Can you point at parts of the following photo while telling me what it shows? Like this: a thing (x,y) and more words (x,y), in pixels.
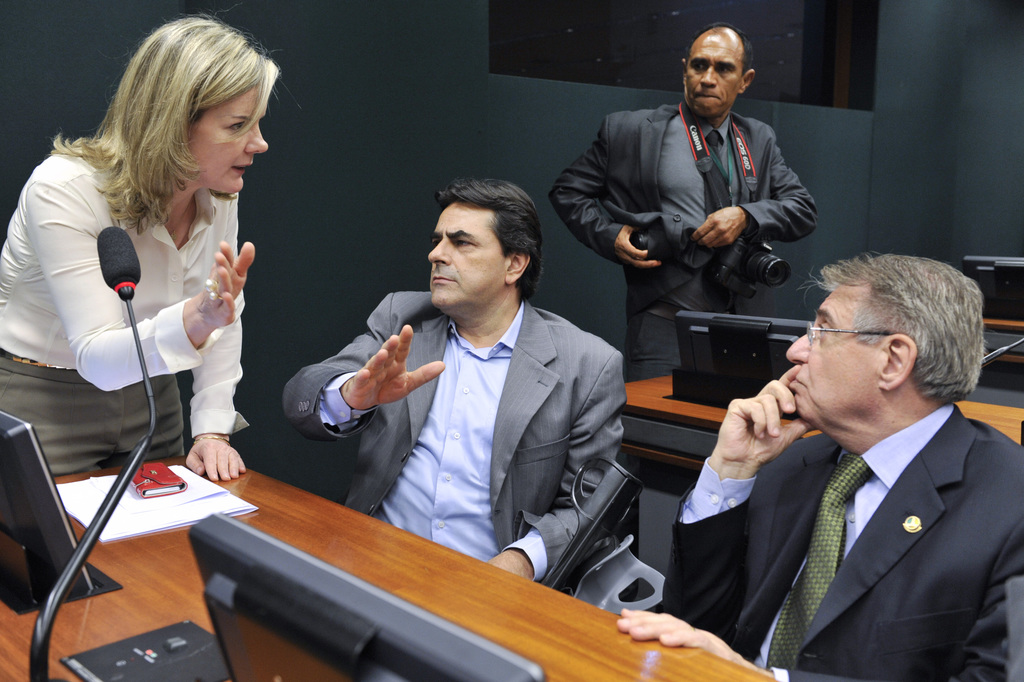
In this image, there are two persons (413,306) sitting in front of the table (528,605) contains monitors (353,642) and mic (122,286). There is a person (119,323) on the left side of the image (67,322) talking something. There is a person (624,149) at the top of the image (647,150) standing and wearing a camera (707,175).
